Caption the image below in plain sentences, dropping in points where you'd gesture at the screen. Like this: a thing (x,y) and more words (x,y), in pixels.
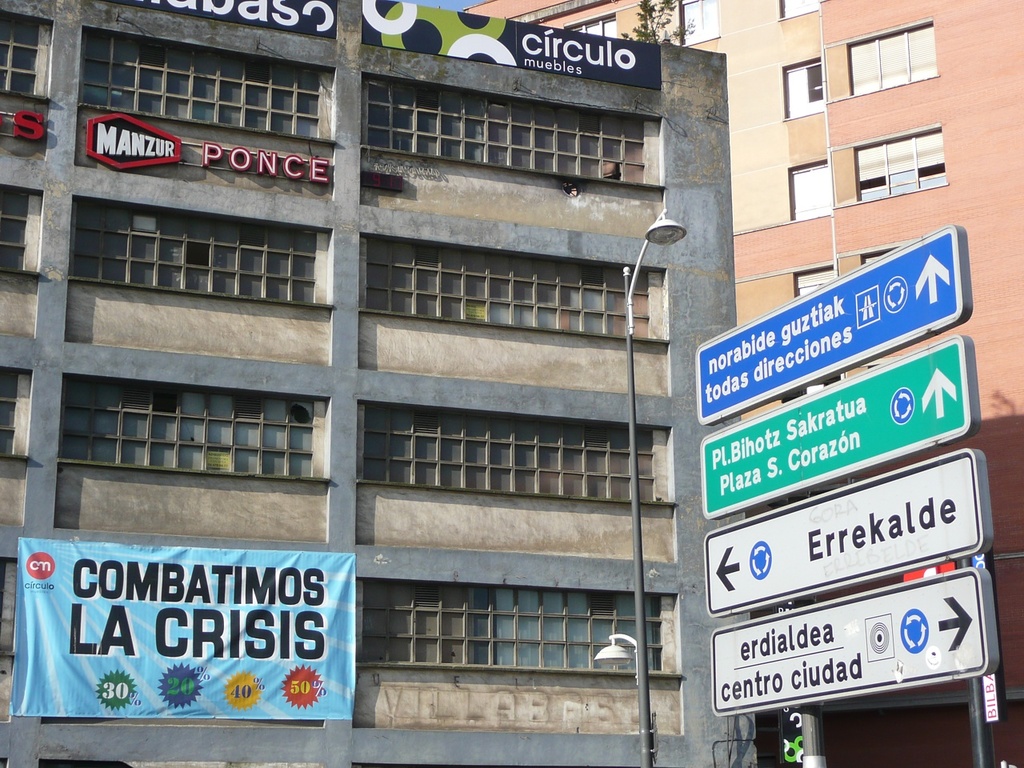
In this image I can see the boards (731,589) and the light pole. To the left (153,652) there is a banner (209,664) attached to the building (362,359). To the right (800,178) I can see one more building (879,208) which is in brown and cream color. And there are windows (914,169) to it. In the back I can see the sky (470,7).
